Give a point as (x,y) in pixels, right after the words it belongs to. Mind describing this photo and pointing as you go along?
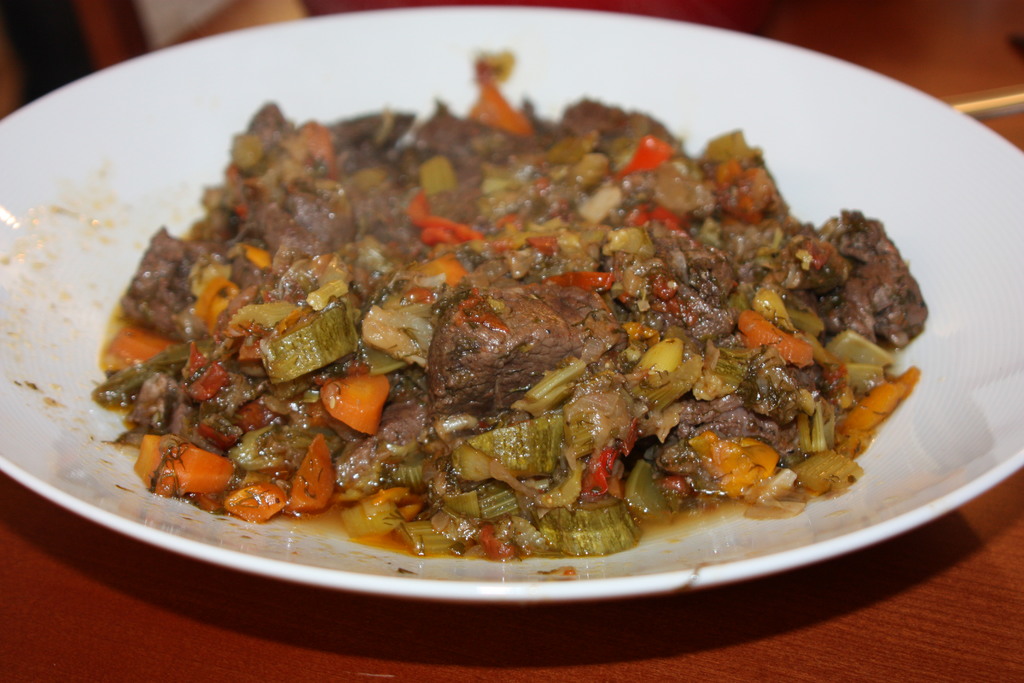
In this image, we can see food (636,340) on the white plate (816,501). This plate (718,544) is on the wooden surface (637,641). Top of the image (38,69), we can see a blur view.
